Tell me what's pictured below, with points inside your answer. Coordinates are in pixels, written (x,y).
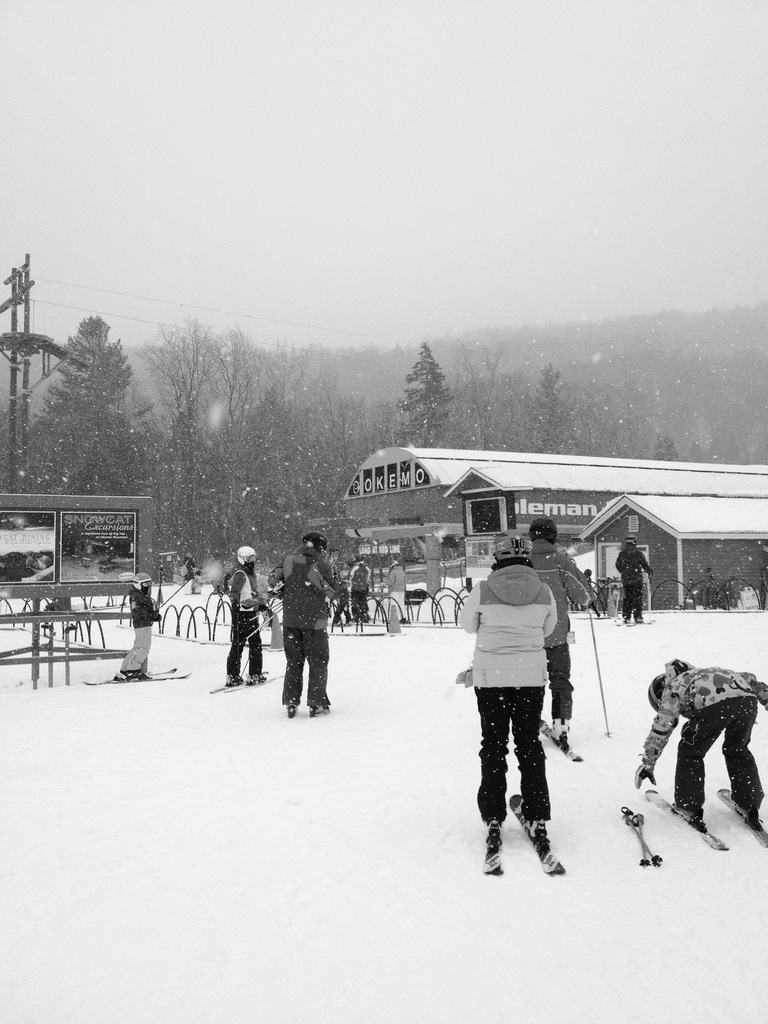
In this picture there are people (666,742) in the center of the image (310,625) on the snow floor (402,794), they are skiing and there is a poster (100,553) and a pole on the left side of the image (68,589) and there are houses (510,468) and trees (301,413) in the background area of the image (345,421).
